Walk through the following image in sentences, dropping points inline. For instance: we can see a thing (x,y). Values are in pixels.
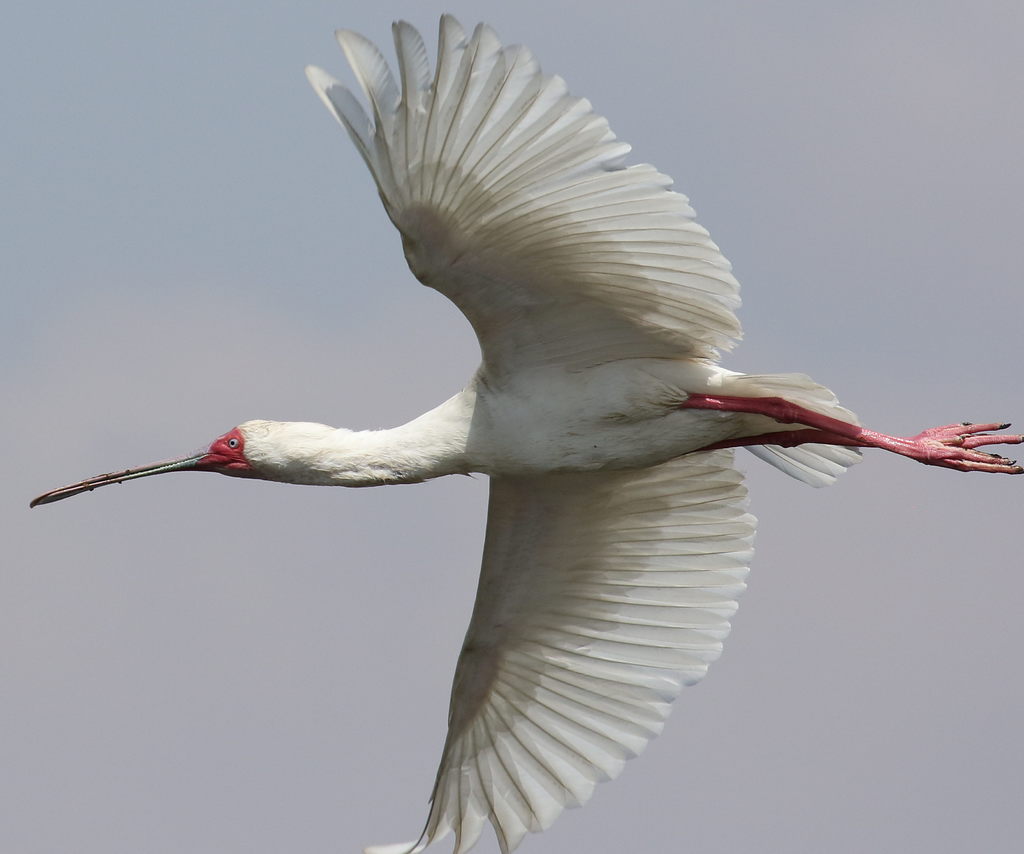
A white bird (621,645) is flying in the sky (196,448) towards the left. It has a long beak (110,473).
